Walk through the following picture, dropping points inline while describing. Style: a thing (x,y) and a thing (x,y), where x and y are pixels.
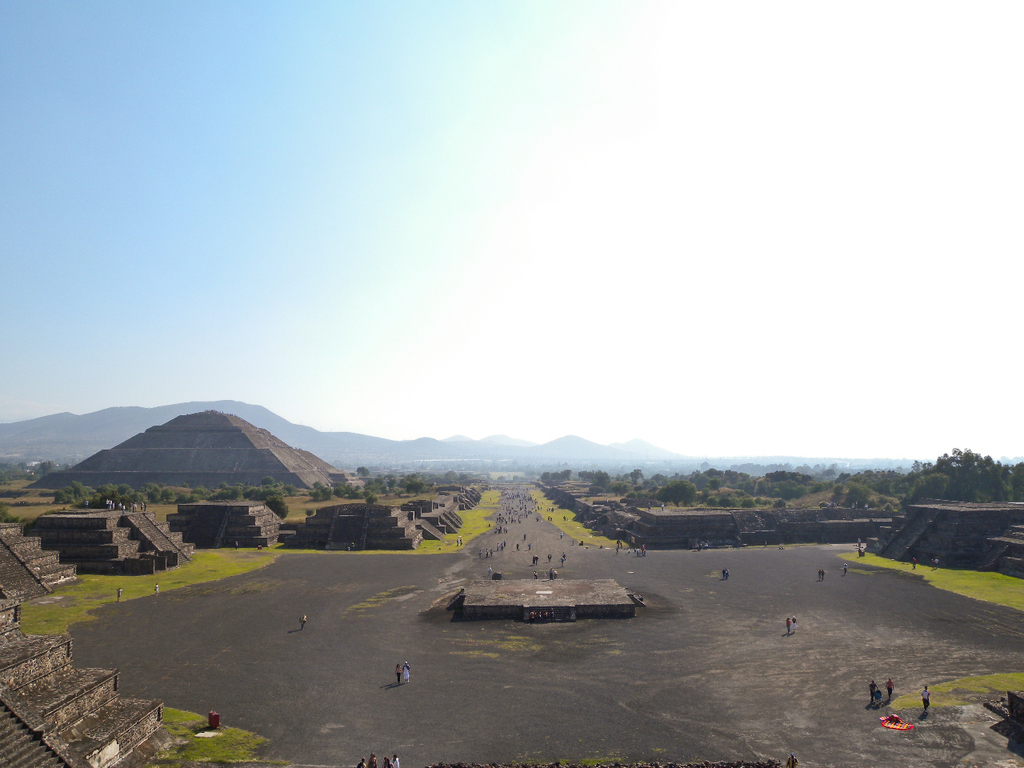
In this image at the center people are walking on the road (505,514). On both right and left side of the image (80,702) there are pyramids (323,515). At the background (432,486) there are trees (924,466), mountains (96,424) and sky (348,298).
